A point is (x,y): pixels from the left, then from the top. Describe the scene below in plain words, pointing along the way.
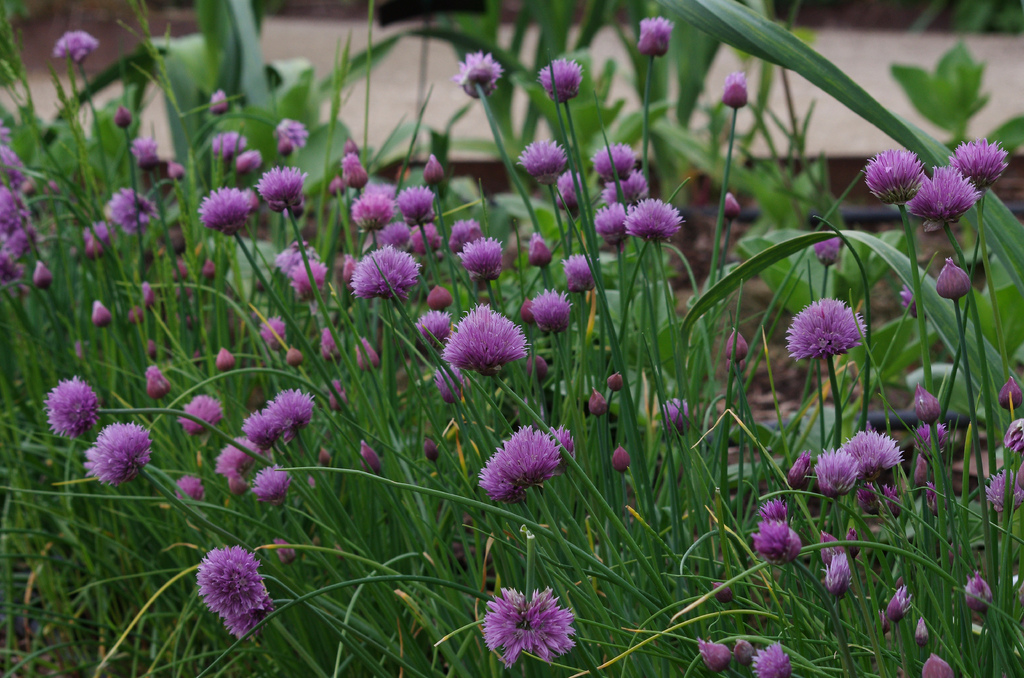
Plant (729,546) with purple flowers (479,320).
